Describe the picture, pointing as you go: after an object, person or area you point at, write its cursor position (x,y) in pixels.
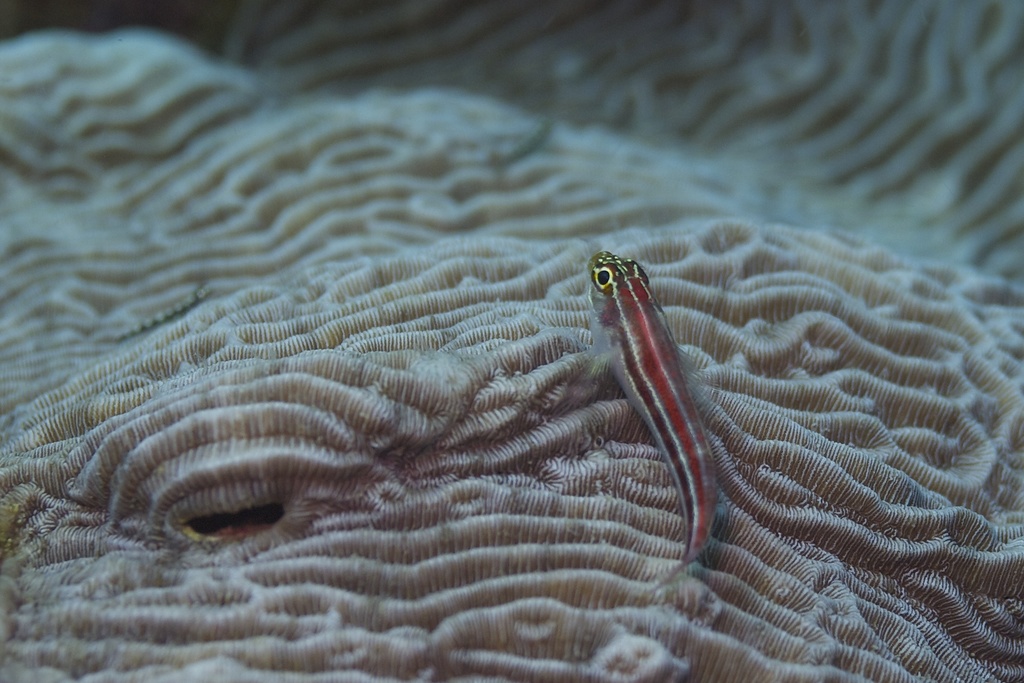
In this picture there is small red color fish (650,416) under the sea water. Behind there is a coral stone (506,453).
